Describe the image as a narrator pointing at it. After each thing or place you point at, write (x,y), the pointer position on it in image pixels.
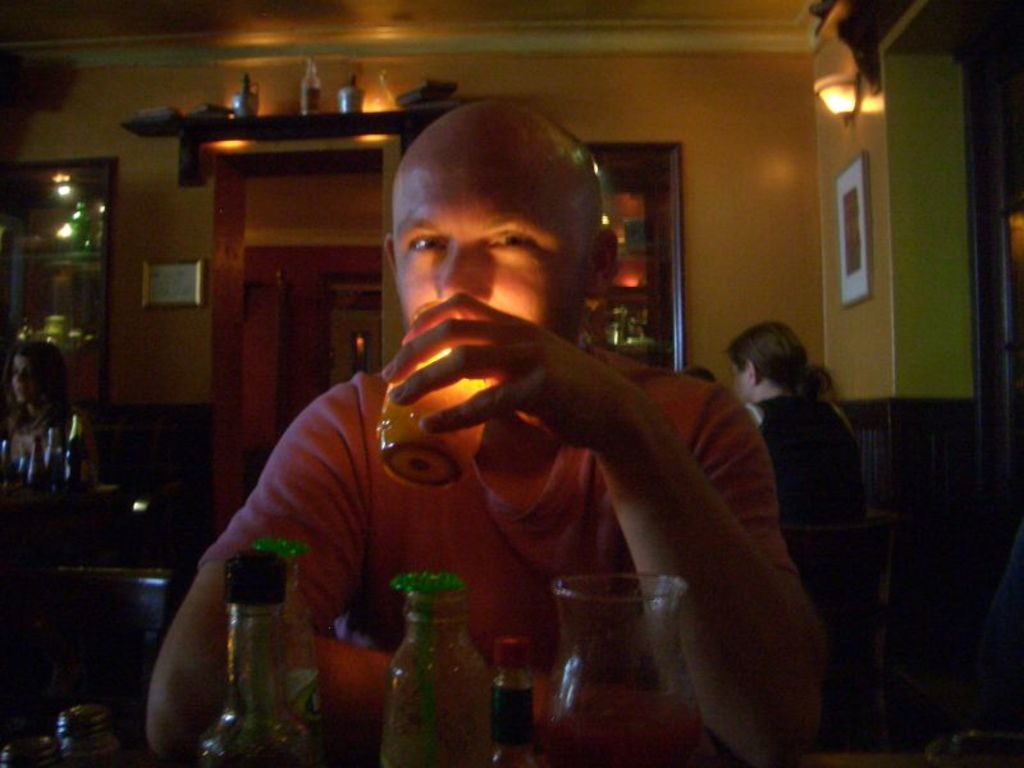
I can see a man (545,422) sitting, holding a tumbler (459,388) and drinking. There are bottles (290,742) and jug (634,727) placed on the table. At background (781,432) I can see two women (65,395) sitting at corners of the image. This is the photo frame (860,225) attached to the wall (875,161). I think this is a rack (626,281) where some objects (635,327) are placed inside it. This is a lamp (851,105) which is attached to the wall (734,74). These are some objects (375,90) placed above the rack (357,125).
